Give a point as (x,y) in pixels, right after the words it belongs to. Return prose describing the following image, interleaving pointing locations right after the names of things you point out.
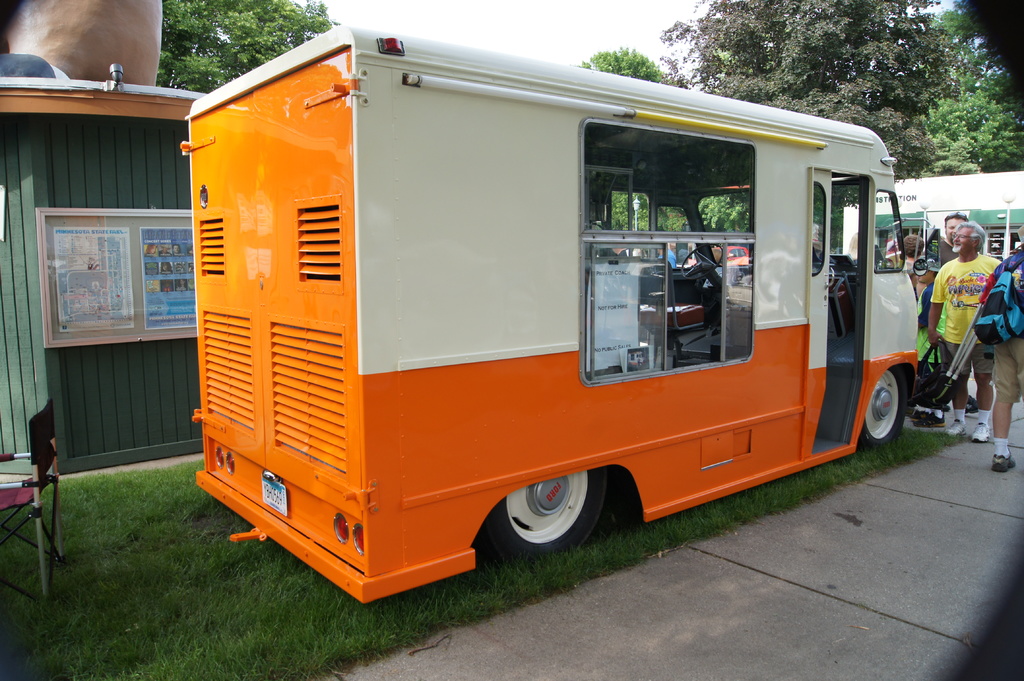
In this picture we can see a vehicle (501,438) on the grass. On the right side of the image (969,278), there is a group of people (962,263). On the left side of the image (40,433), there is a chair (42,446) and there is a board (63,223) which is attached to an object (15,333). Behind the vehicle (435,101), there are trees (289,26) and the sky (477,22).
